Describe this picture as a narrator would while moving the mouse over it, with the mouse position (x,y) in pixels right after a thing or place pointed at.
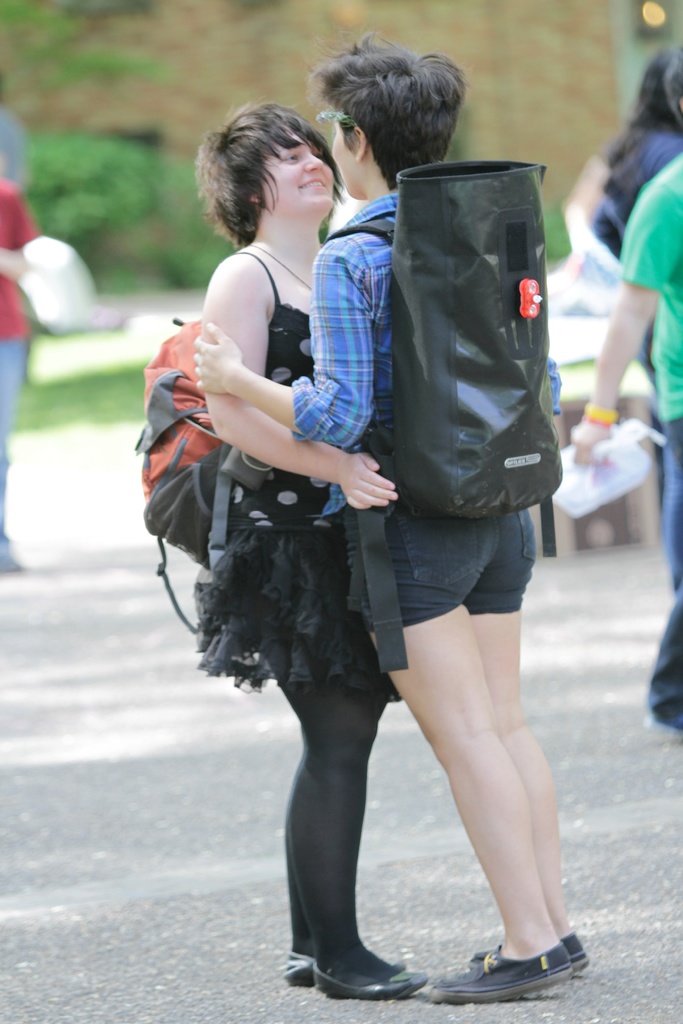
There are two persons (413,517) standing and wearing a backpack (410,489) in the middle of this image (378,347), and there are some other persons (8,281) and trees (145,161) in the background (616,244).
